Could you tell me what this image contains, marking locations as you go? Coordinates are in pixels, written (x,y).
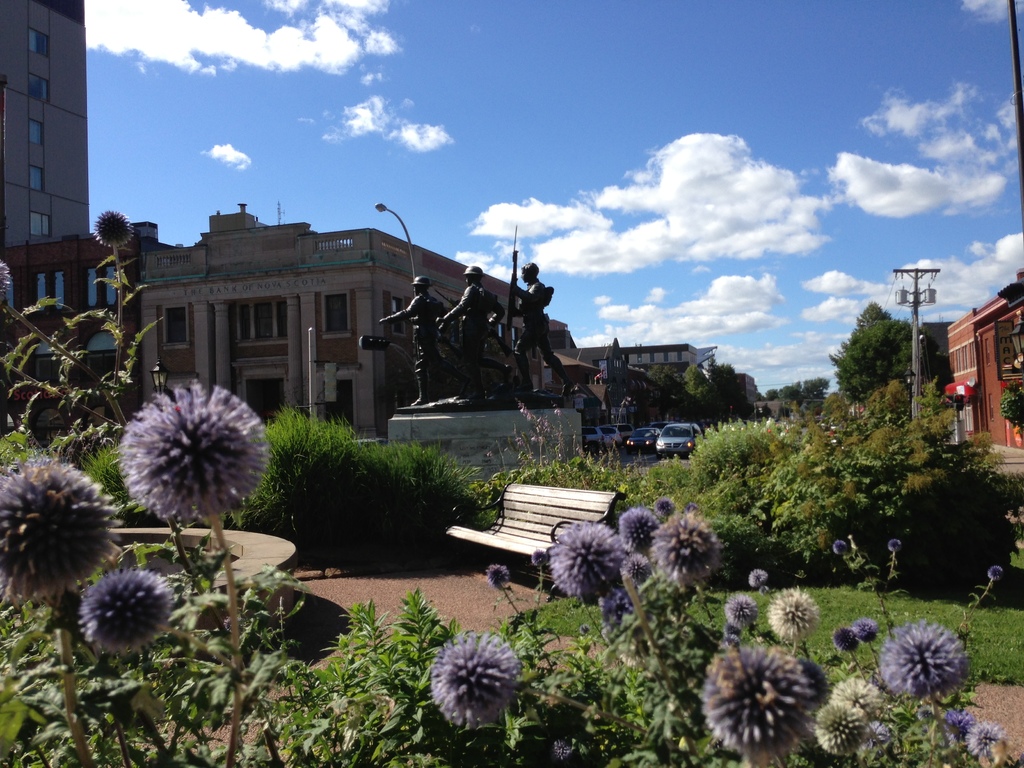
This image is taken outdoors, At the top of the image (187,127) there is the sky (488,237) with clouds (787,371). At the bottom of the image (466,696) there are a few plants (128,693) with leaves (24,700), stems (647,621) and flowers (885,653). In the background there are a few buildings (976,351) and houses (966,363) with walls (981,393), windows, doors (258,397) and roofs (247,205). There are a few trees (795,395). There are a few poles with street lights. A few cars (666,437) are parked on the road (654,461). In the middle of the image (469,406) there are three statues (491,329) of men (423,388) on the cornerstone (467,441). There are a few plants (456,492) on the ground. There is an empty bench (512,526) and there is a ground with grass (980,646) on it.
